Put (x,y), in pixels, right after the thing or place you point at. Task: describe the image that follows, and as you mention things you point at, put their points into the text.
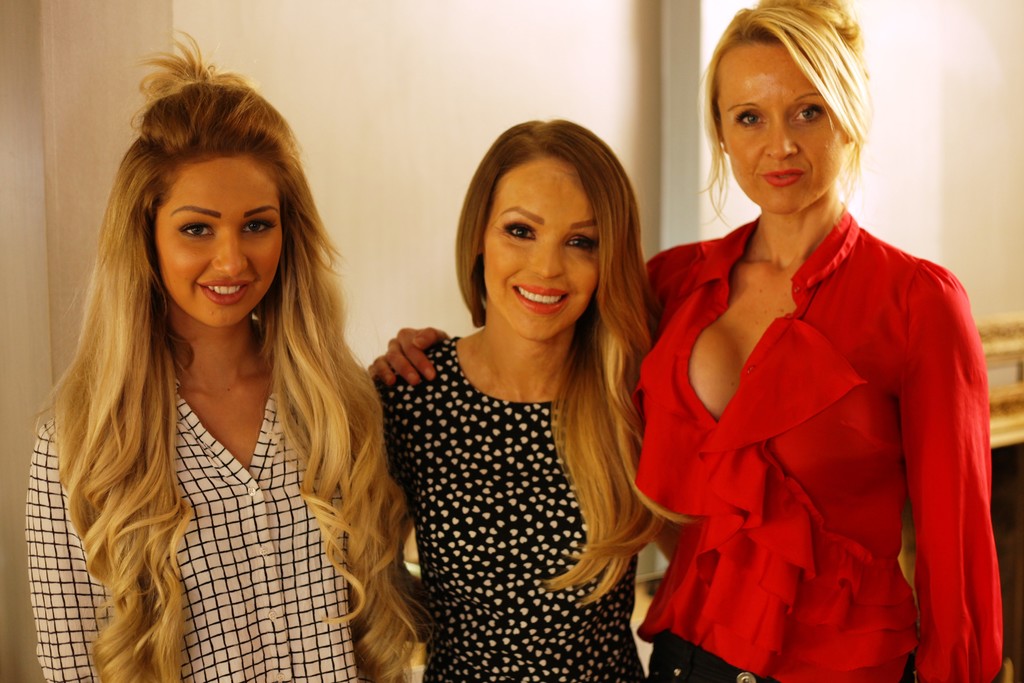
In the picture I can see a woman (739,378) wearing a red color dress (697,446) is standing on the right side of the image (909,608) and a woman (72,413) wearing a white color dress (88,617) is standing on the left side of the image (56,533). Here we can see a woman (527,527) wearing a black color dress (527,588) is at the center of the image (419,432). Two of these women (143,389) are smiling. In the background (16,105), we can see the white color wall (66,96).
